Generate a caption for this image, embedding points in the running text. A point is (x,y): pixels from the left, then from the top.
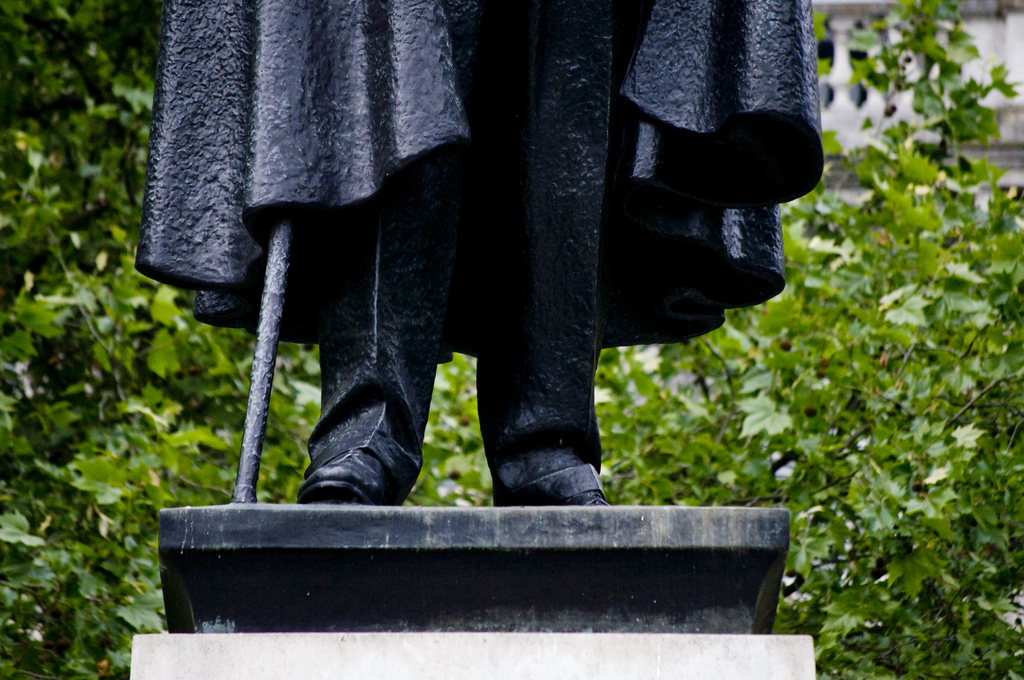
Here I can see a statue (431,235) of a person (379,324) on a pillar (440,587). In the background (917,378) there are some trees (833,409).
